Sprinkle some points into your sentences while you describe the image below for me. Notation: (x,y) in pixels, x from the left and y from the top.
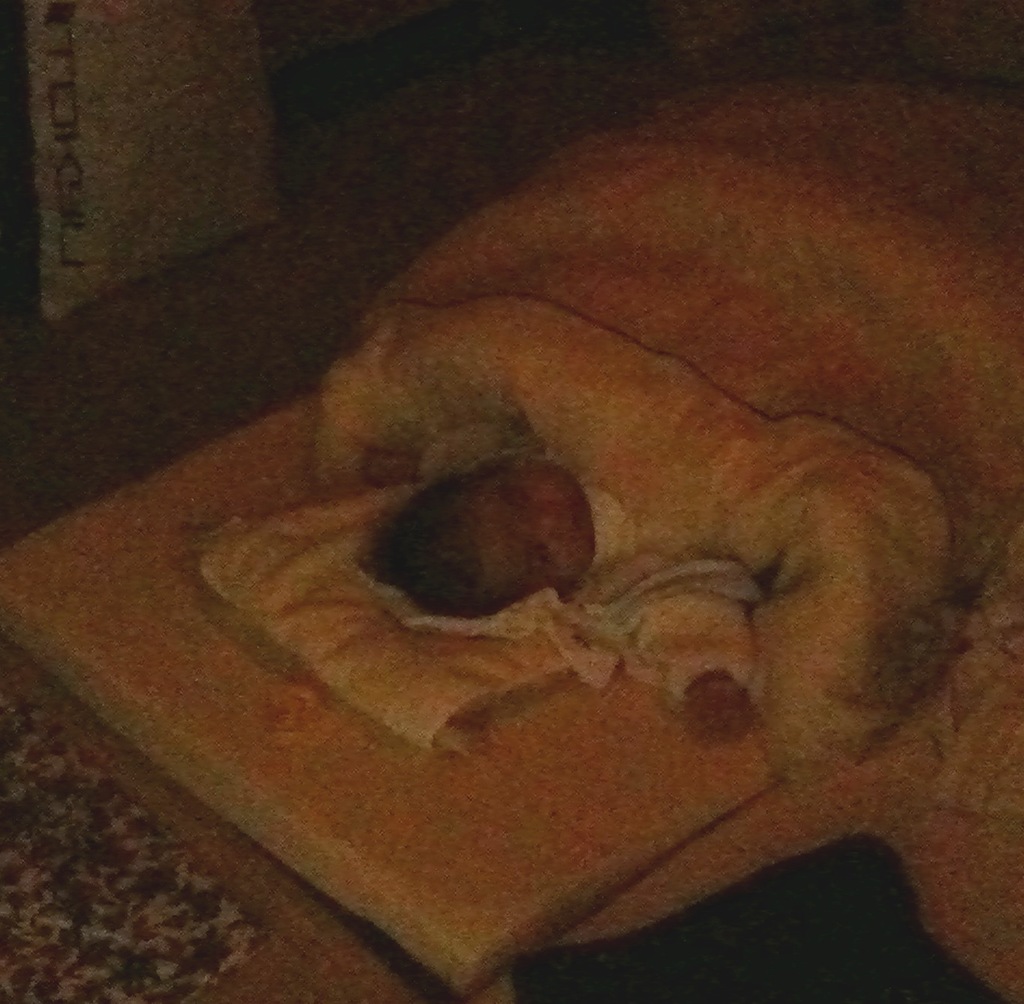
In this picture we can see a baby (460,519), clothes (343,616), some objects (143,661) and in the background (562,85) it is blurry.
